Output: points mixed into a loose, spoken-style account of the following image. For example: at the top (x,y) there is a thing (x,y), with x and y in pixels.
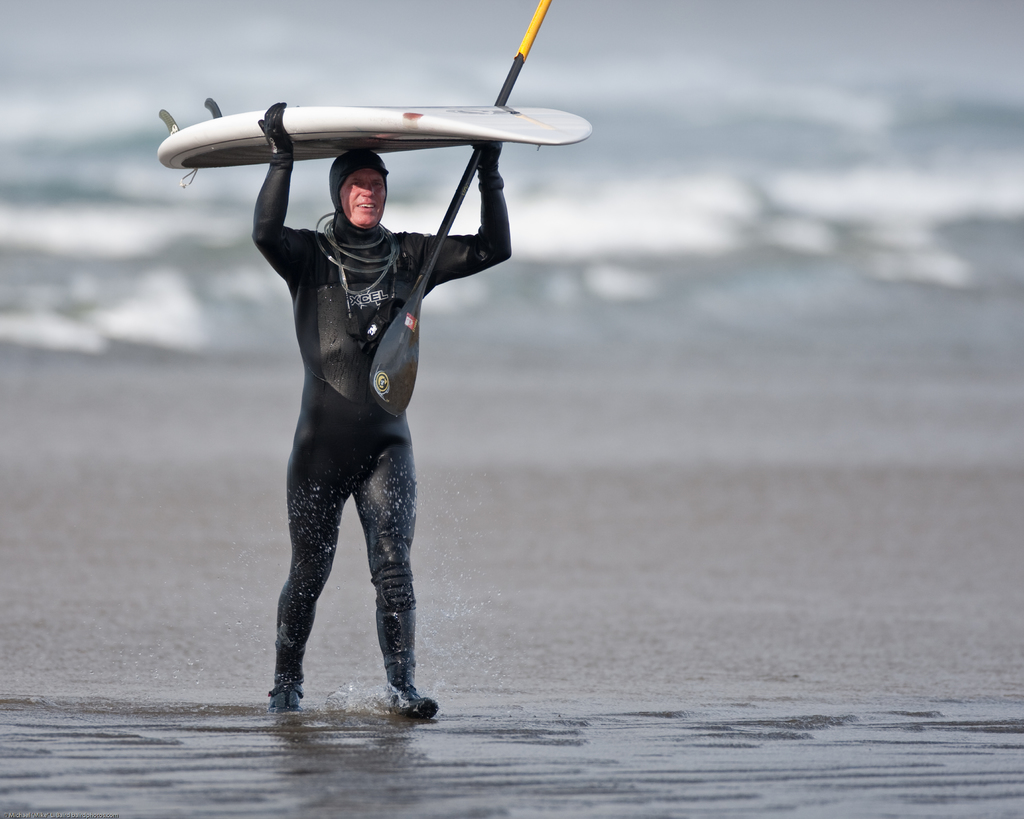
On the left side of the image (303,397) we can see a man (392,522) is walking and holding surfing board (455,107), stick (519,66). In the background of the image (973,95) we can see the water (709,204). At the bottom of the image (490,603) we can see the sand (719,532).
